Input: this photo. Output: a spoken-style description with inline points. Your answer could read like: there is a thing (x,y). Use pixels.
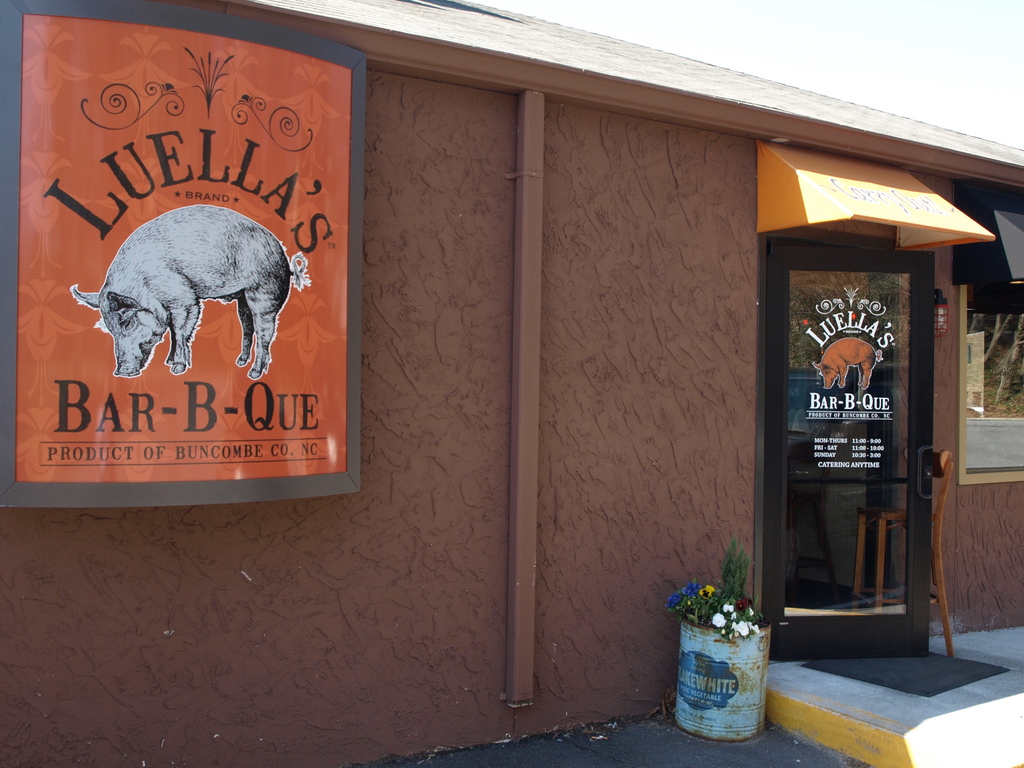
It seems like a house (594,224) in the image. There is a board (213,341) attached to the wall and there is a door (796,378) on the right side of this image (849,402). There are flower plants (731,624) at the bottom of this image (743,630).
